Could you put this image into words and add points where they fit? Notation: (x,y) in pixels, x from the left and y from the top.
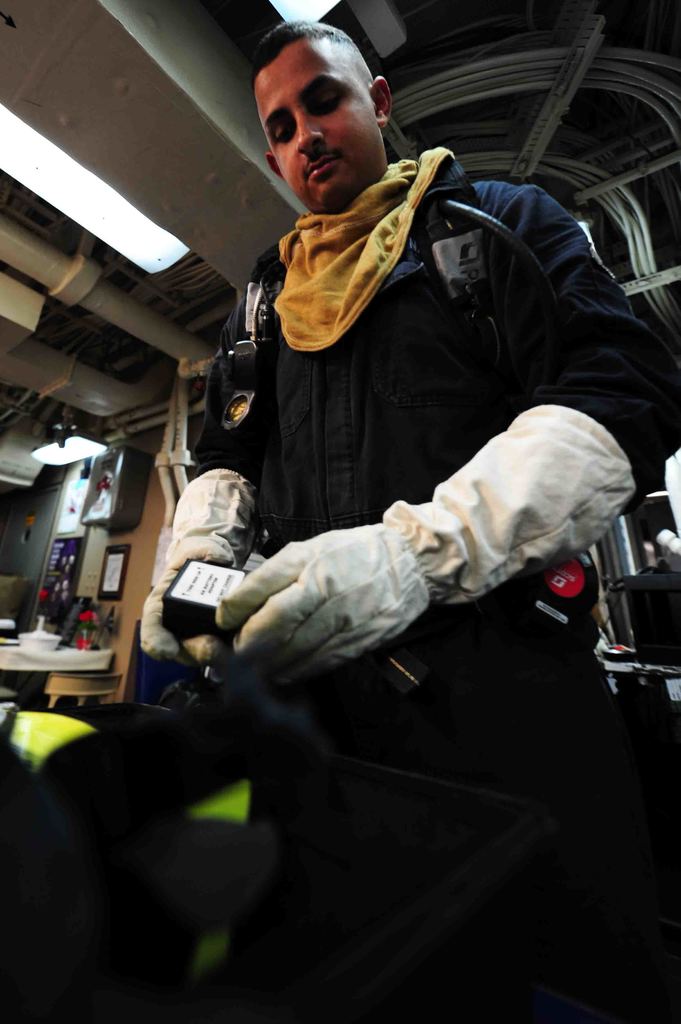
In the center of image (335,582) we can see a man (331,301) standing. In the background (112,663) there is a table (9,646), wall (150,537). At the top (71,164) there are lights (28,169).
